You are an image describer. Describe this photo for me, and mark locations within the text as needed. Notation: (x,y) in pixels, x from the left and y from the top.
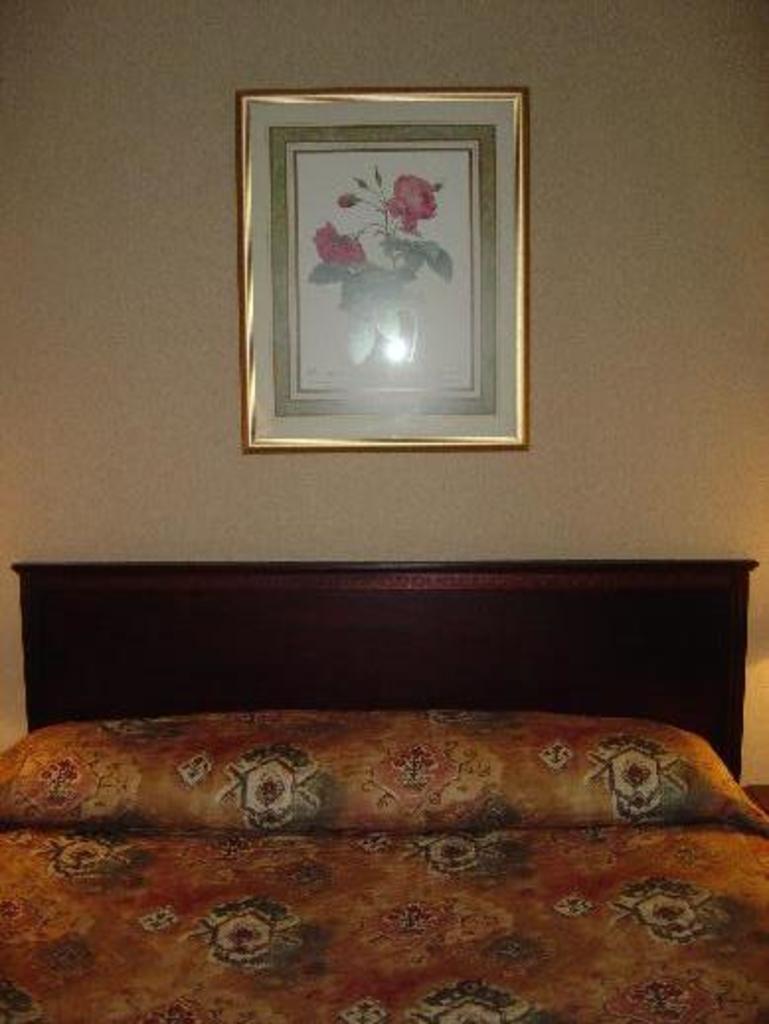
In the image we can see there is a bed (483,889) and on the wall (173,388) there is a photo frame (291,407).
